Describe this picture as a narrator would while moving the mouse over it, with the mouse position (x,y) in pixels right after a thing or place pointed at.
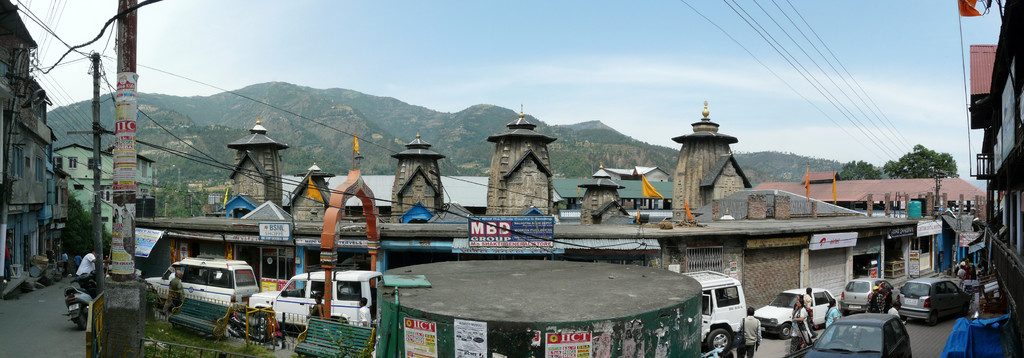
In the image I can see some houses (838,255), buildings (650,167), poles (125,200), vehicles (711,334), arches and some flags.
